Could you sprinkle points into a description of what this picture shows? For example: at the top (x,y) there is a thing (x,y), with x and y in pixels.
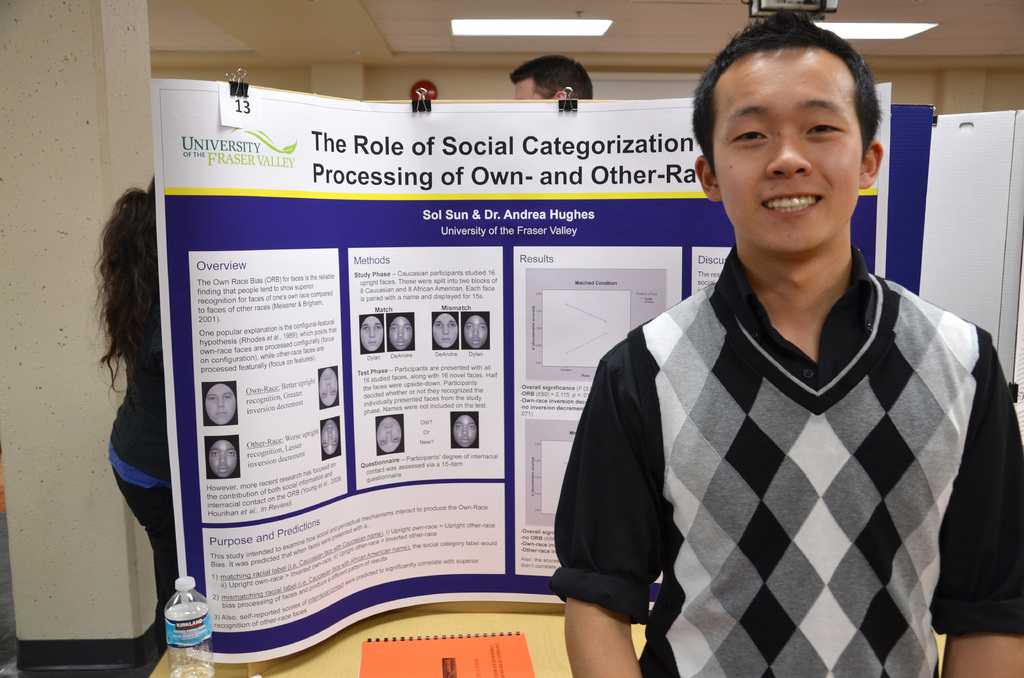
This image consists of a man (783,477) wearing black shirt (617,531). In the background (528,459), there is a poster (355,266) kept on the table (393,670) with the help of clips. To the left (42,303), there is a pillar (35,412). Behind the poster (212,394) there is a woman (137,324) and a man (565,79). At the top (593,30), there are lights (601,29) fixed to the roof (680,26).
